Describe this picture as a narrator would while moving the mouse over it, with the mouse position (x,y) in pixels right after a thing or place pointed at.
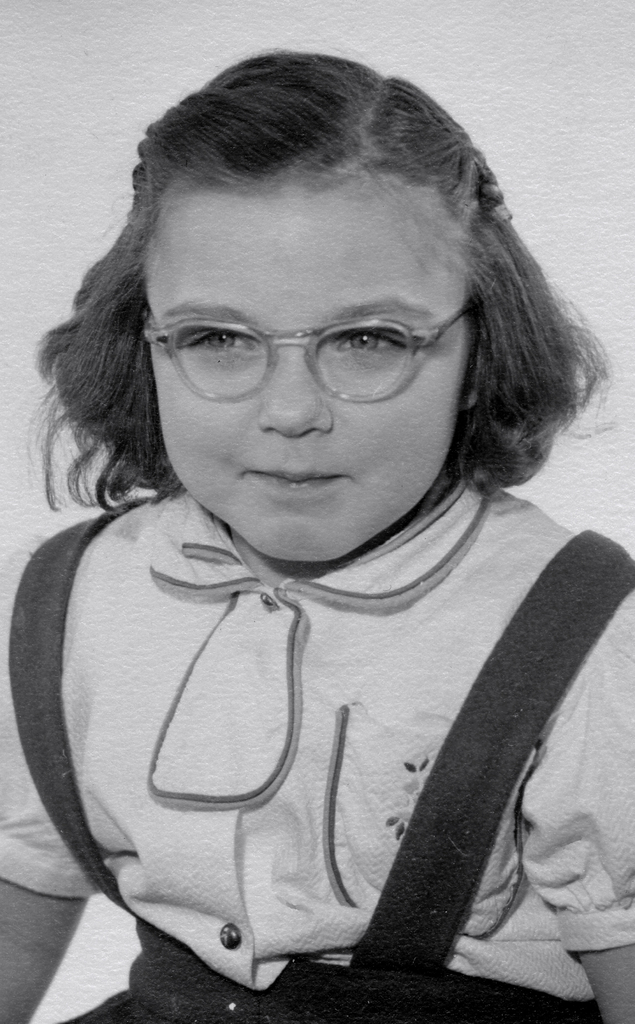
In this picture we can observe a girl (198,210). She is wearing spectacles (239,357). The background (8,72) is in white color. This is a black and white image.
